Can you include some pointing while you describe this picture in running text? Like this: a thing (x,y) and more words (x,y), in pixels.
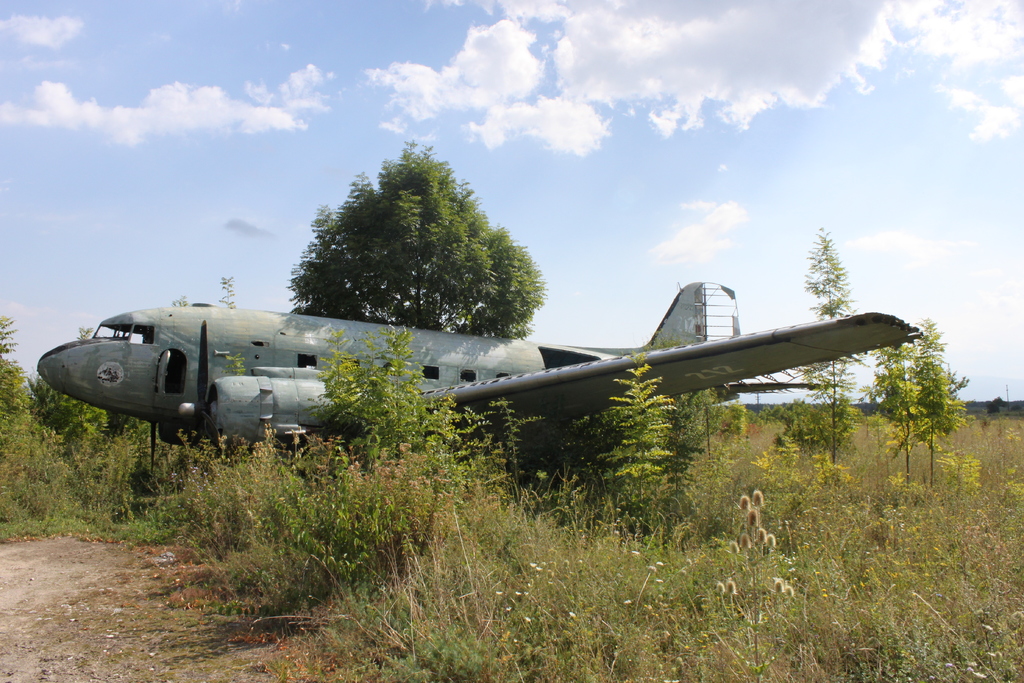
In this image we can see an airplane (444,368) on the ground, there are some plants (693,529), bushes (768,467), and trees (328,287), we can also see the sky (831,174).
